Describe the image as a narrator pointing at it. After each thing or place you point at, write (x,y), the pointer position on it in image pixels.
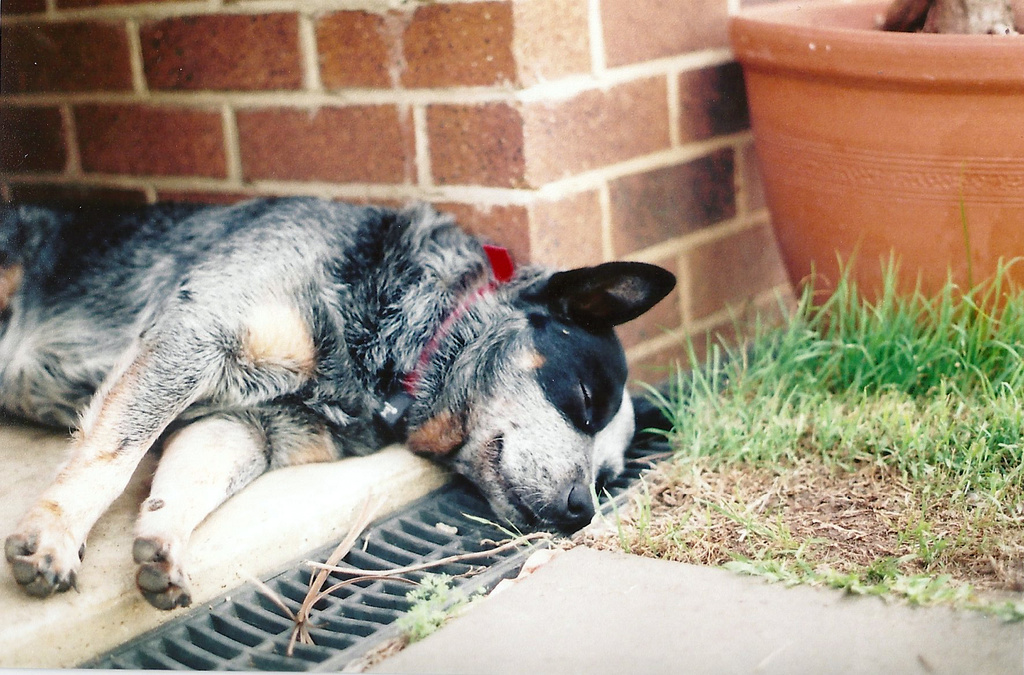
This picture is clicked outside. On the right (902,330) we can see the small portion of green grass (941,344) and there is a pot (861,156) placed on the ground (933,410). On the left (183,234) there is a dog (199,296) sleeping on the ground (331,521). In the background (275,17) there is a brick wall (654,121).
